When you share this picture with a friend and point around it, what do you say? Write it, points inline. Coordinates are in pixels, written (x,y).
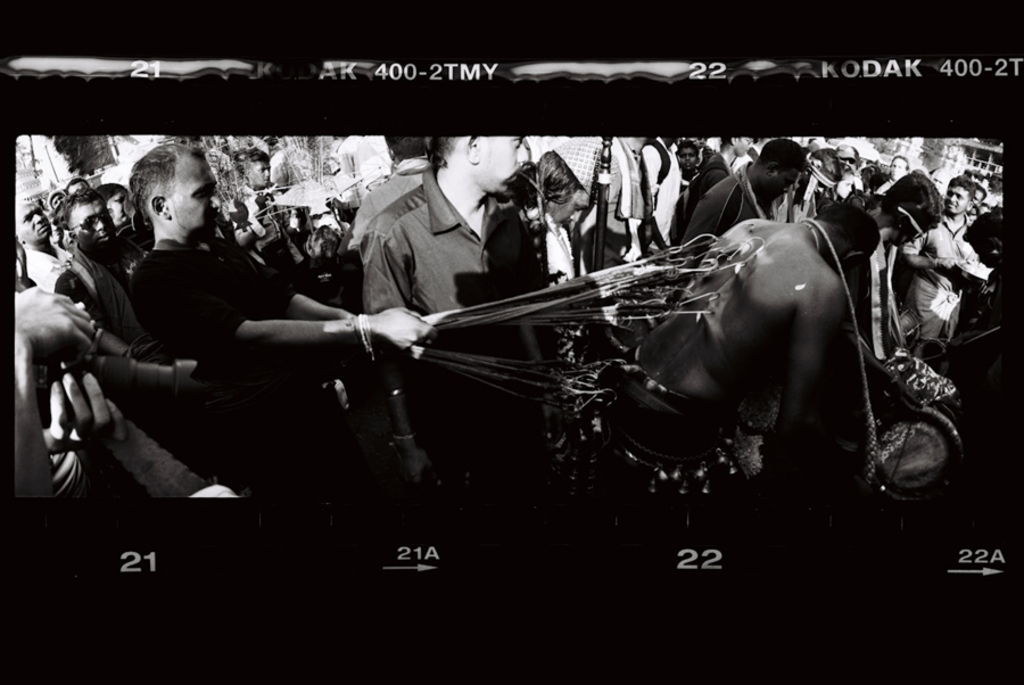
In the image we can see there are people (695,384) standing and one is pulling lines (612,285) hooked into a person's back (683,315). The image is in black and white colour.
